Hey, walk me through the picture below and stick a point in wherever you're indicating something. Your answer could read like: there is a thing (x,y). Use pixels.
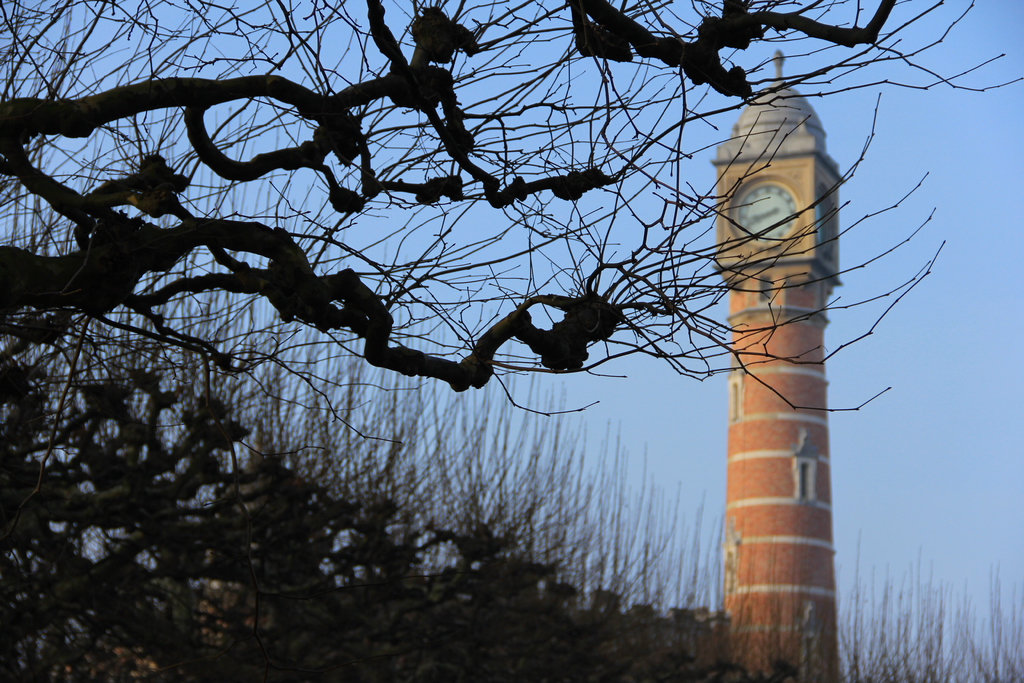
In this picture we can see trees (98,301) and a tower (776,118) with windows (740,392) and a clock (786,198) on it and in the background (712,541) we can see the sky (610,349).
